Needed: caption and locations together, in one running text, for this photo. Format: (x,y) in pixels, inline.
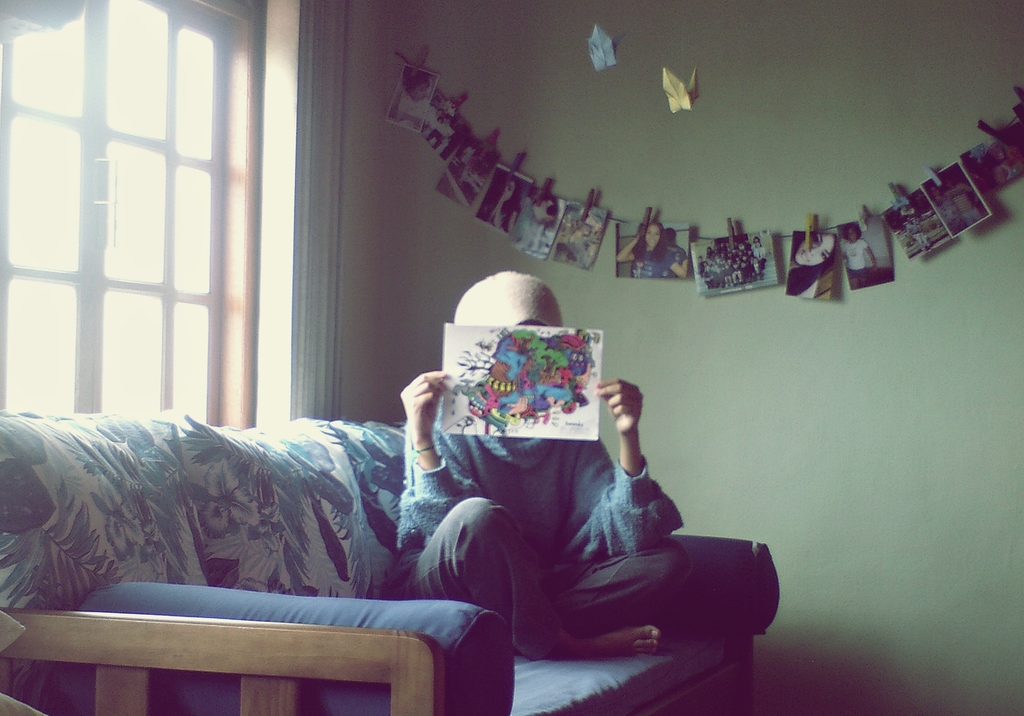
In the image we can see there is a sofa (366,500) on which there is a person (538,458) is sitting and he is holding a white paper (484,374) on which there are drawings (522,398) of a cartoon (523,396) and behind the person (531,546) there is a green colour wall (546,123) on which the photographs (639,223) are hanging to a clip (552,191) and beside the sofa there is a window (128,283).
